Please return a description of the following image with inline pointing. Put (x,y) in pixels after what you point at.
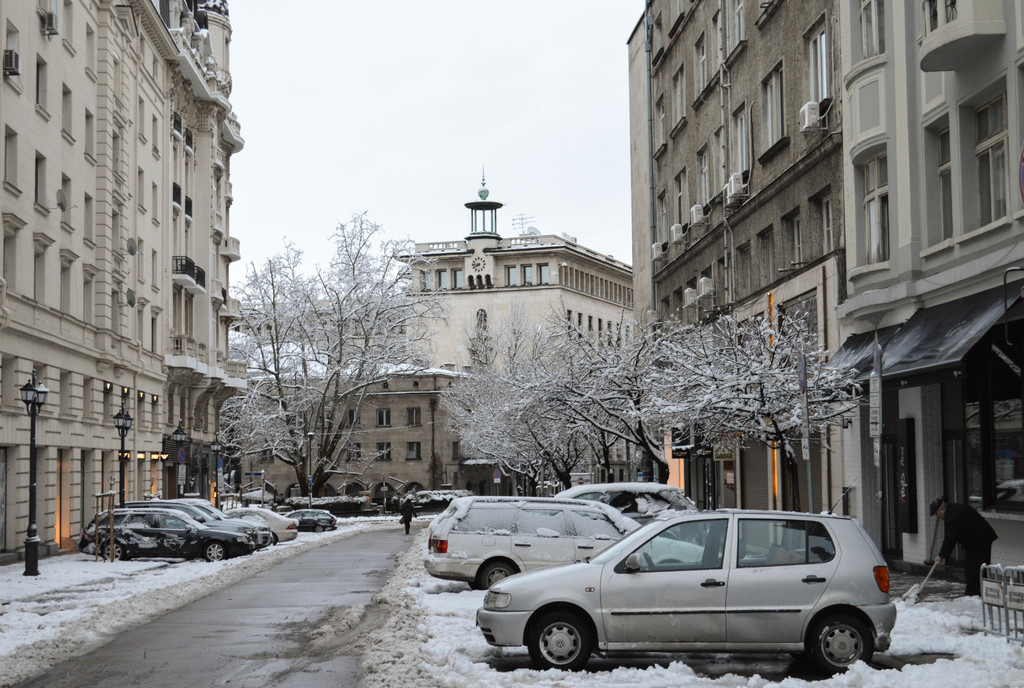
In this image there are vehicles (563,540) parked on the snow (625,681), buildings (44,371), two persons (969,594) standing, lights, poles (35,546), trees (319,398), sky (412,180).
